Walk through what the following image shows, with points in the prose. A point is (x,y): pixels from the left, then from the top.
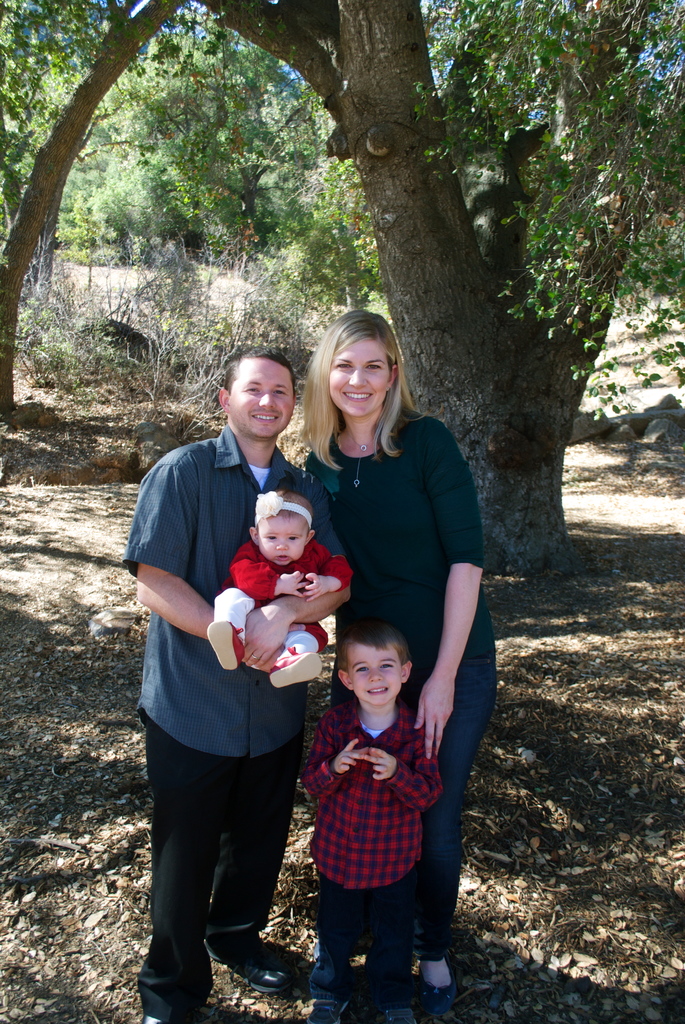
In this image I can see three persons (413,820) standing. The person (252,623) at left (154,543) is holding the baby (345,577). In the background (418,301) I can see few trees (229,204) in green color and the sky (441,76) is in blue color.
